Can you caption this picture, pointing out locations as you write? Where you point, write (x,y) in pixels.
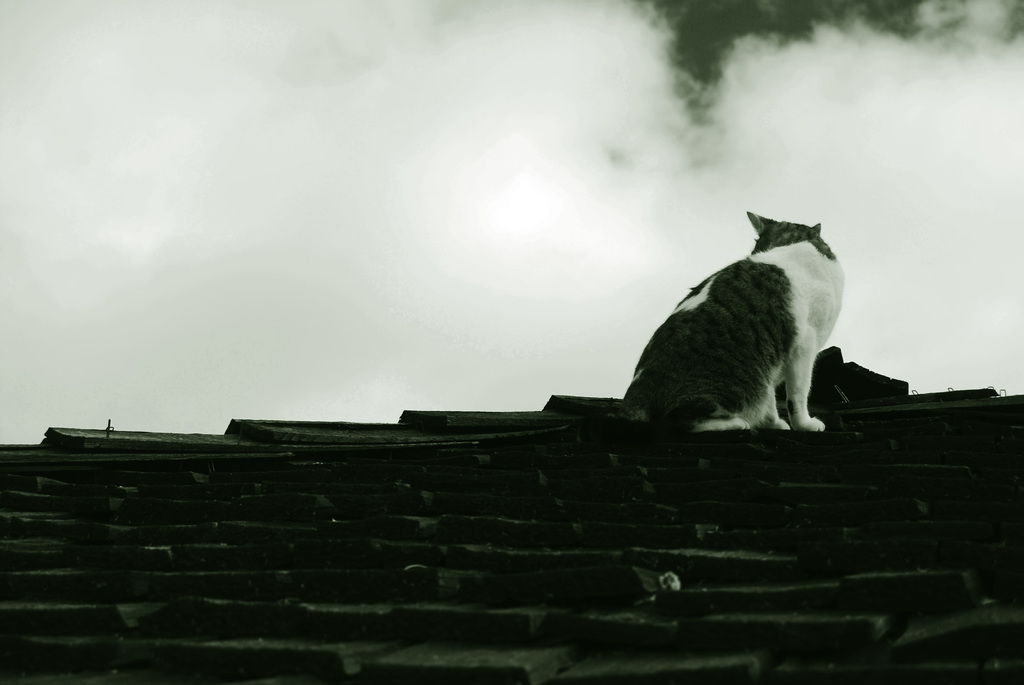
In this image in the center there is one cat (758,351), and at the bottom (572,502) it looks like a roof (605,491). At the top (566,94) there is sky (138,182).
